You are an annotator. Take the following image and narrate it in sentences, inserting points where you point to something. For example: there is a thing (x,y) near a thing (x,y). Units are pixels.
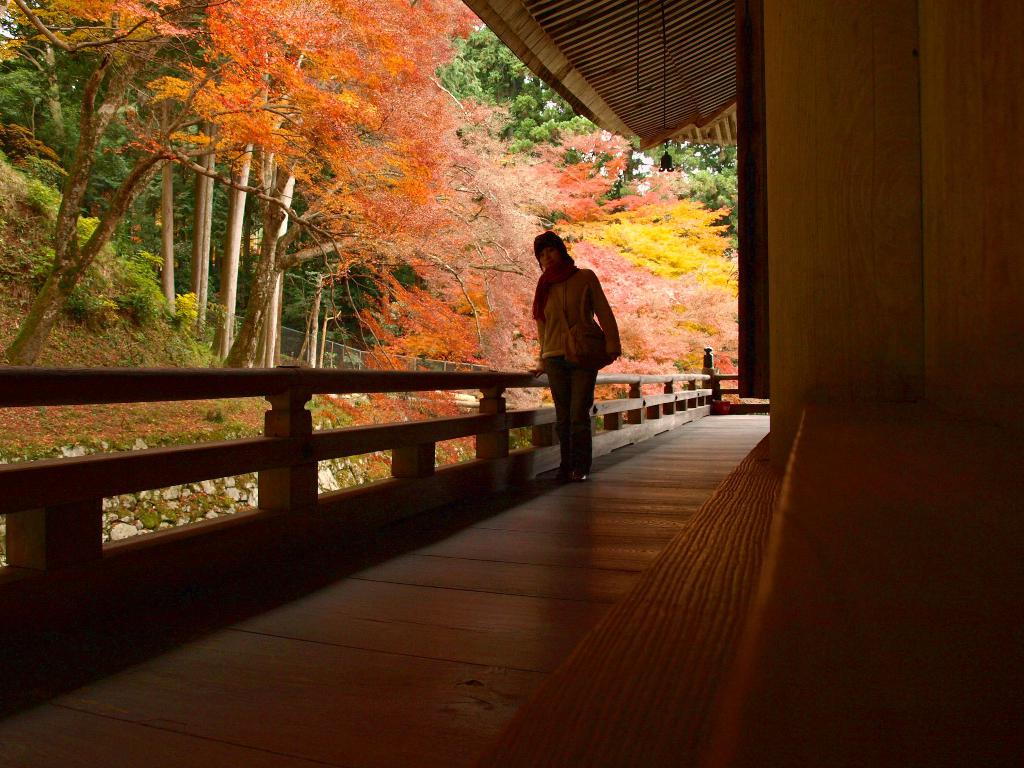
On the left side (337,385), there is a woman (552,334) standing and holding a fence (317,389) on the floor (569,521). On the right side (1019,377), there is a building (1009,476) having a roof (712,130). In the background (584,232), there are trees (481,147), plants (150,280) and grass (171,361) on the ground (258,416).
